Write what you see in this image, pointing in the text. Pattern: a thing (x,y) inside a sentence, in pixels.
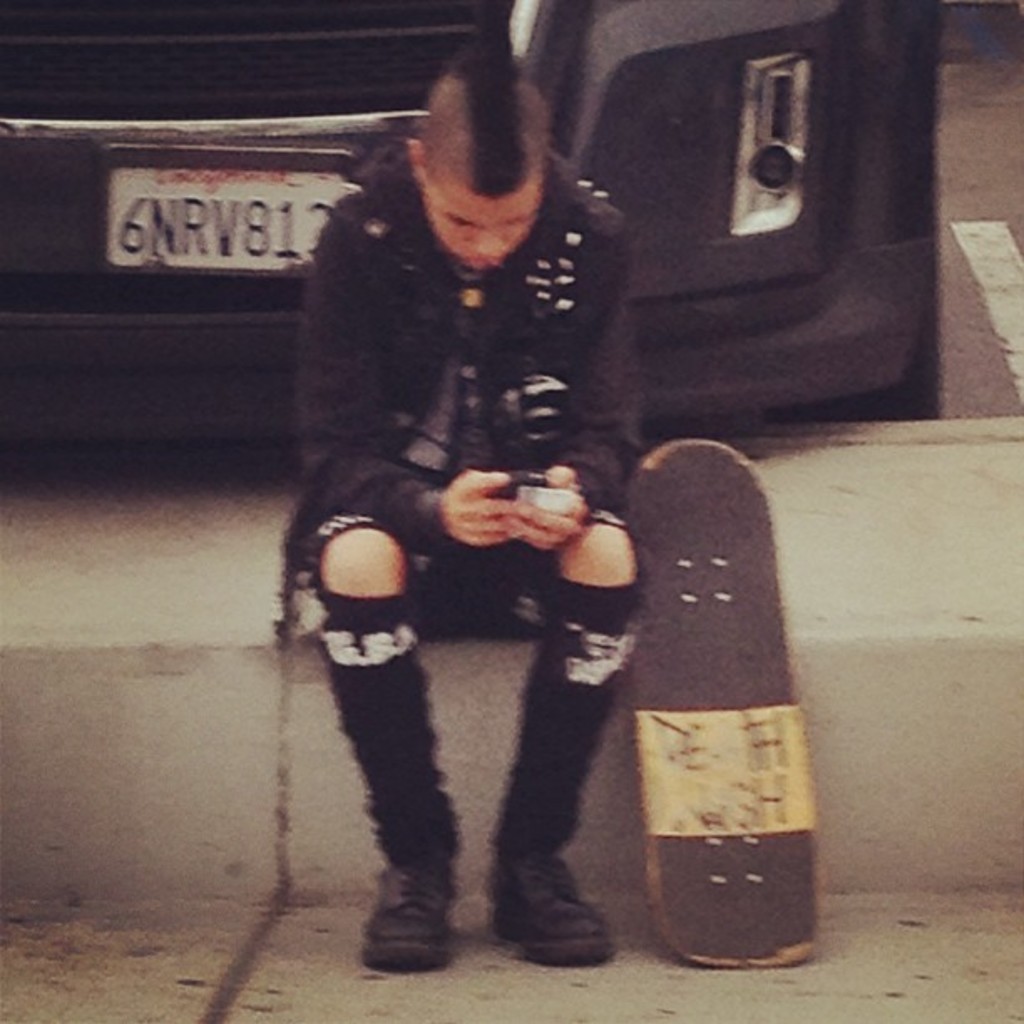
In this image there is a man (455,533) sitting on the ground (225,611), he is holding an object (550,498), there is a skateboard (697,595) on the ground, there is road (959,134) towards the right of the image (996,270), there is a vehicle (648,199) towards the top of the image (239,243), there is a vehicle registration plate (244,202), there is text (228,232) and number (288,210) on the vehicle registration plate (221,213).
